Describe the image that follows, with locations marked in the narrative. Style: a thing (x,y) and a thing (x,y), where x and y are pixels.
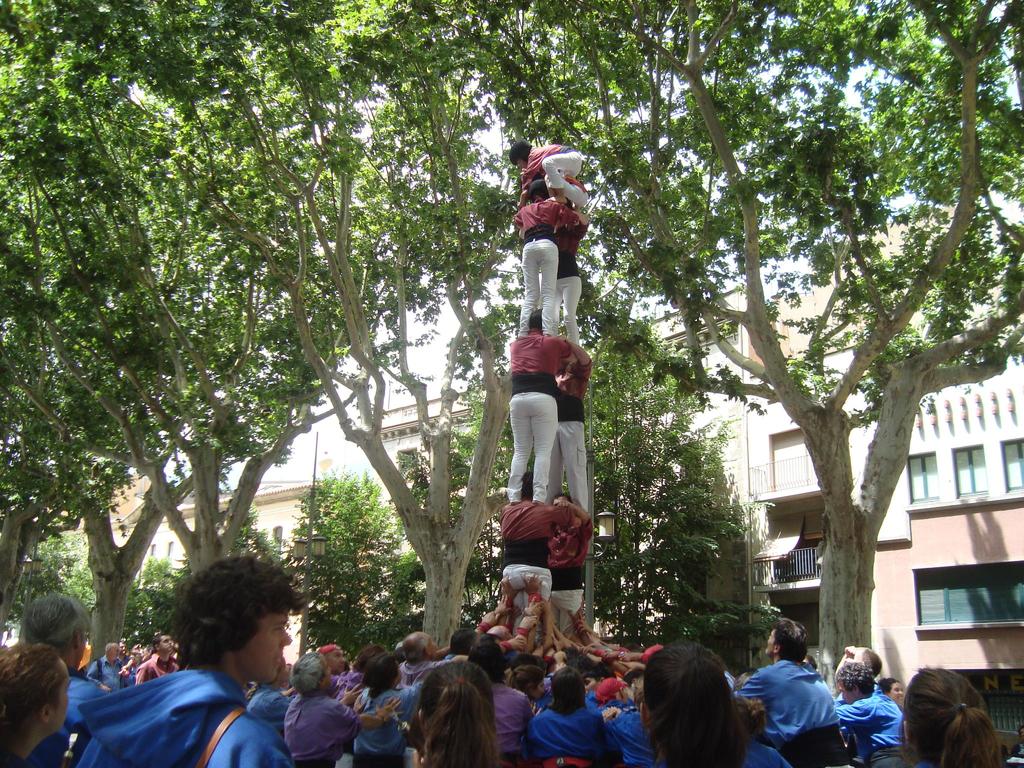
In this image there are group of persons (404,689) in the front (370,691). In the background (369,562) there are trees (705,495) and there are buildings (780,467).
